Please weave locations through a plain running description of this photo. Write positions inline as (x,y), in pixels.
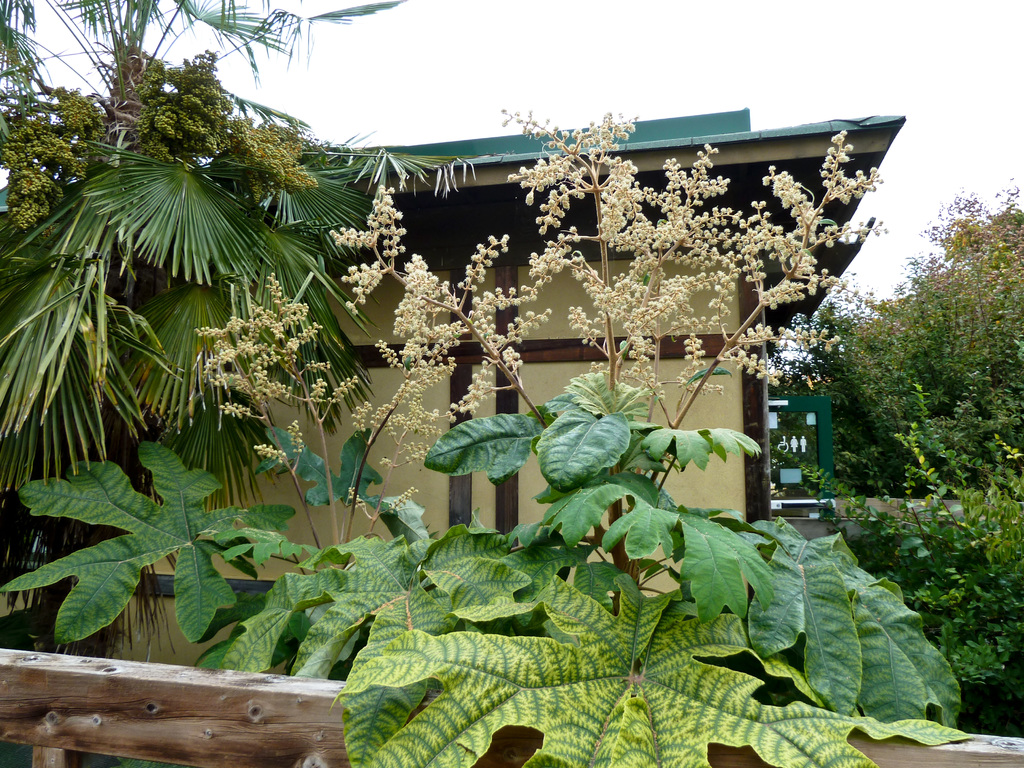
In this picture we can see some plants (313,469) in the front side (404,451). Behind we can see yellow color house shed (711,479). Above there is a white color sky (567,49).
